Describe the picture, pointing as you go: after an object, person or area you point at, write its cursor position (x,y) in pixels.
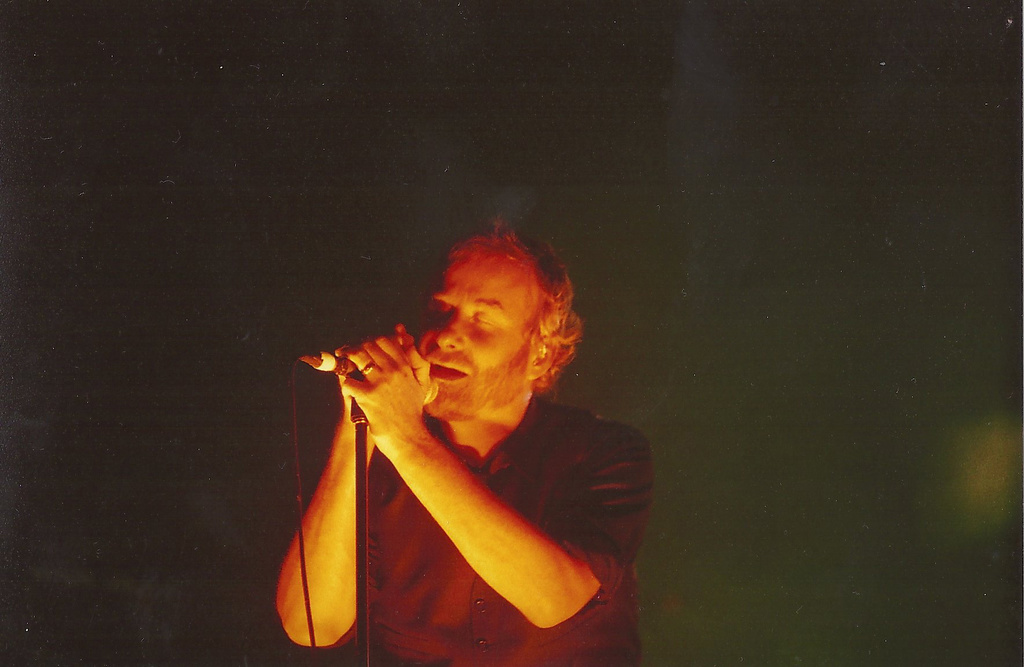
In the center of the image (464,405) we can see a man (475,498) standing and holding a mic (335,371) which is placed on the stand (368,576).
